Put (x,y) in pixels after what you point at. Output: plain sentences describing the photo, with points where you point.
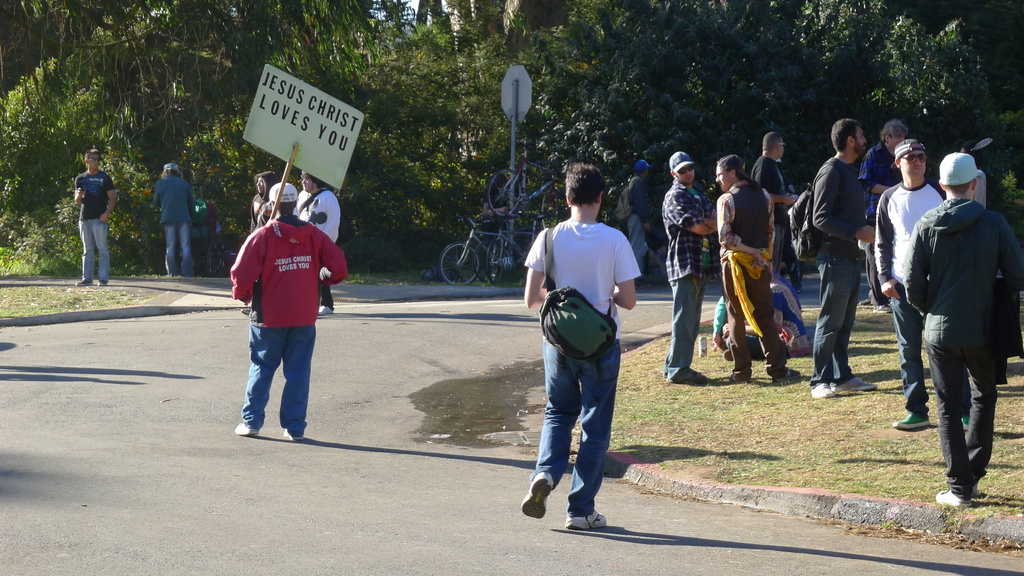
In the middle of the image (572,373) few people (590,374) are standing and walking and holding some banners (313,139) and bags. Behind them there are some trees (988,100) and bicycles (500,257) and poles (514,100) and sign boards (522,81).
